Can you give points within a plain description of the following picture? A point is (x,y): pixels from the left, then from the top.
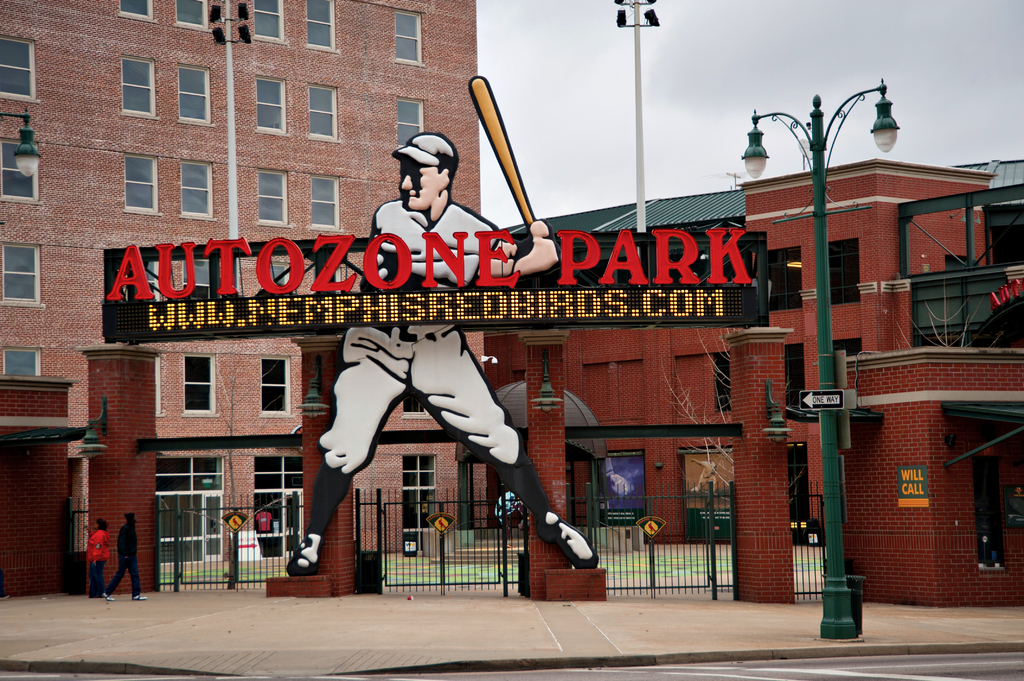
In the foreground (352,285) I can see a logo (431,329) of a person (456,329) and a text (429,312). In the background (891,492) I can see a group of people (132,520) on the road (267,602), fence (208,572), light pole (836,513), boards (626,471), buildings (247,277) and windows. At the top (516,145) I can see the sky (532,153). This image is taken may be in a day.
